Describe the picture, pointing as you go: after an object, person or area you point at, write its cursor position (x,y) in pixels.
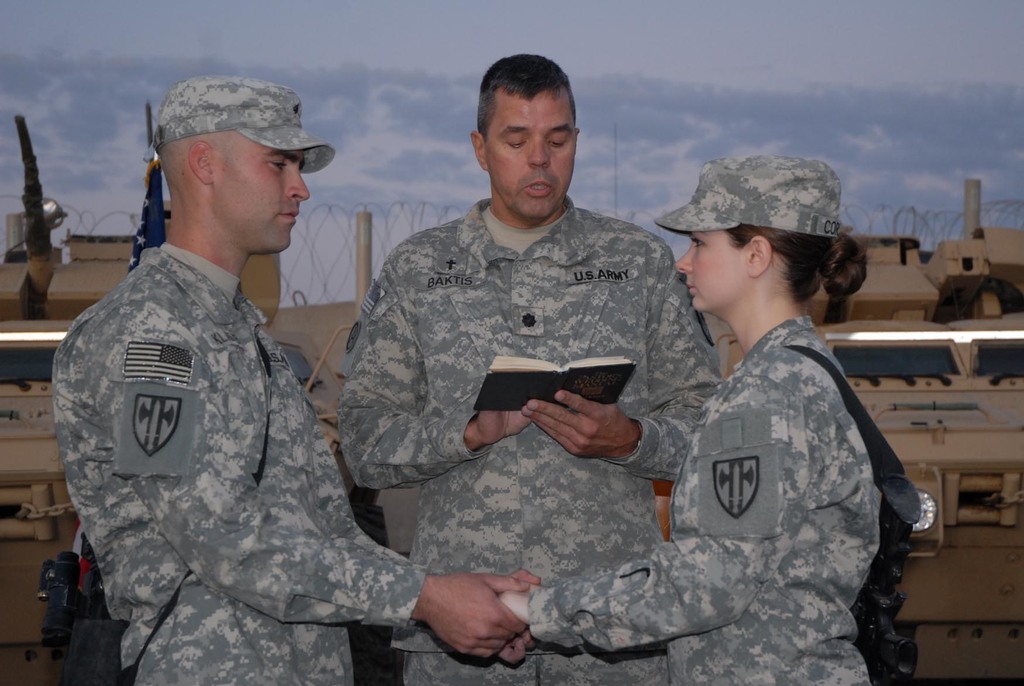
In this picture I can see there are three people (834,617) standing and they are holding hands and in the backdrop (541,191) the person (460,374) is holding a book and there are military tanks (917,464) and a fence (292,297) and the sky (142,162) is cloudy.
